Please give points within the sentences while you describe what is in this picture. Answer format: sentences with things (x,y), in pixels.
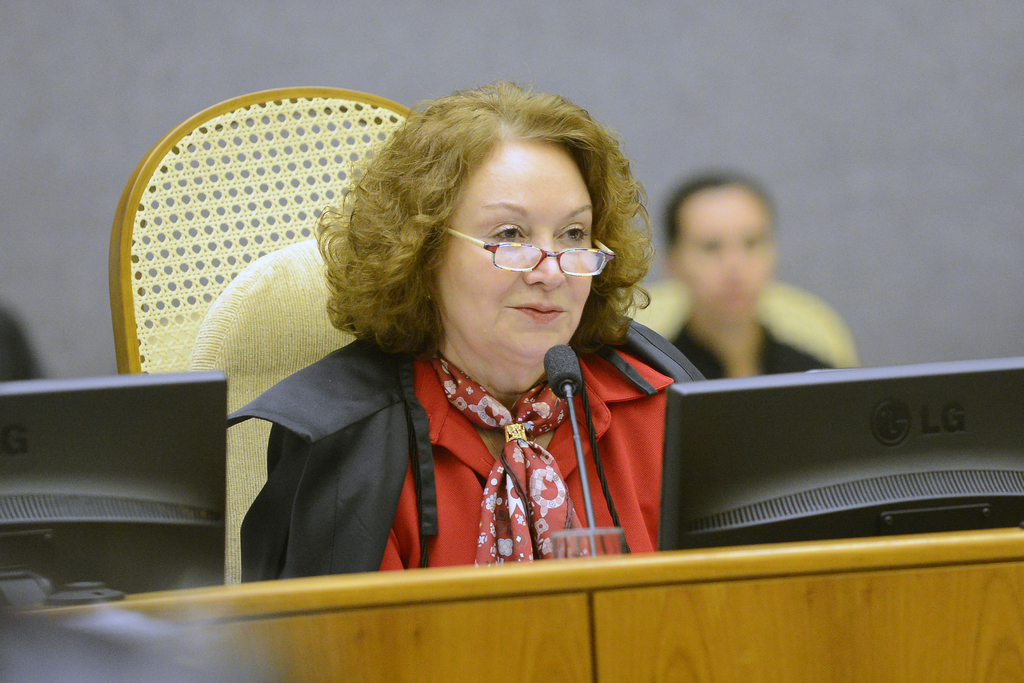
In this picture we can see a woman (480,308) sitting on a chair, she is wearing a spectacles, in front of her we can see a mic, monitors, wooden object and in the background (718,118) we can see a wall (750,83), person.
